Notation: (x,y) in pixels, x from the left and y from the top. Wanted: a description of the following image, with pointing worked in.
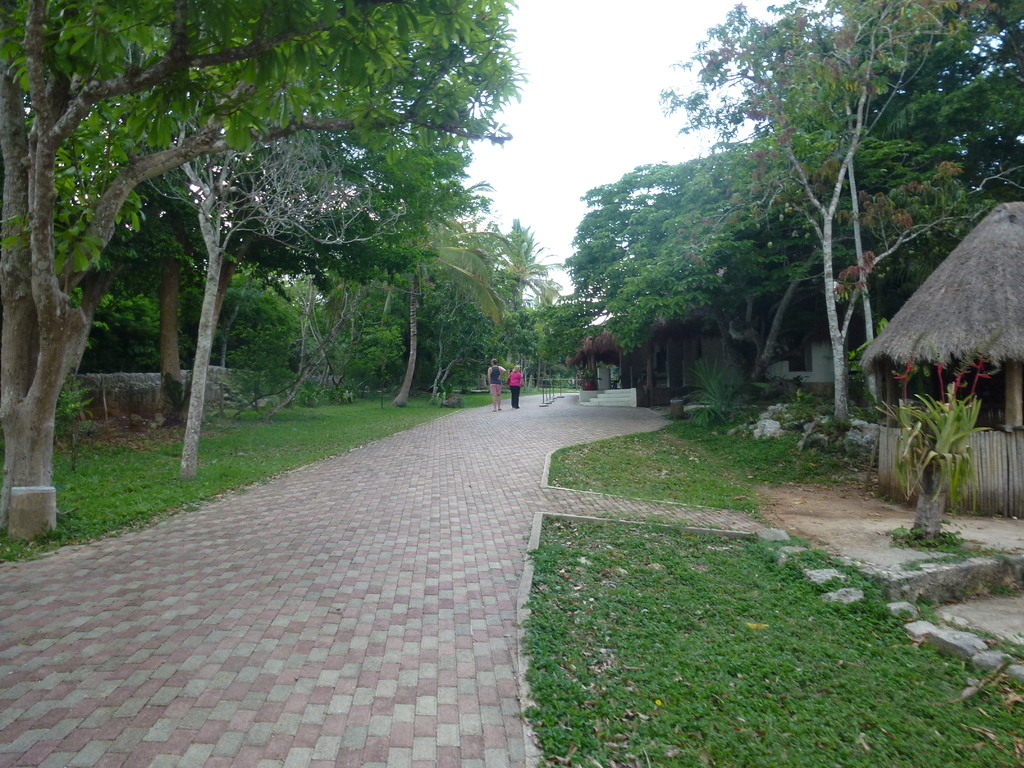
In this picture, there is a lane (460,524) in the center (504,409). On the lane (495,415), there are people (511,390). On either of the lane (487,433), there are plants (428,343), trees (692,243) and grass (723,600). Towards the right (958,354), there is a hut (982,445). On the top (568,118), there is a sky (554,102).
